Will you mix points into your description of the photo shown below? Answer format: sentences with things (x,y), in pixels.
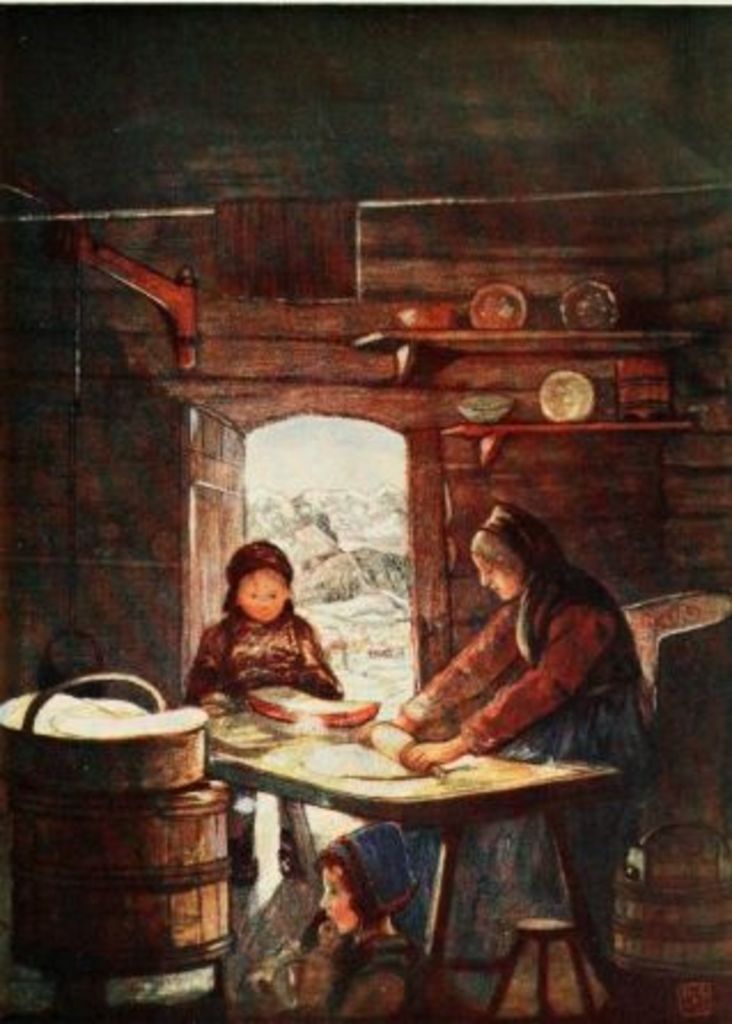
This is a painting of an image. In the middle of the image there is a person (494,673). There is a table (259,746) with few items (384,740) on it. Behind the table (329,740) there are two persons (414,746). On the left corner of the image (78,777) there is an object (40,801) with a basket (156,745) on it. In the background (89,248) there is a wall (453,298) with cupboards (467,334). On the cupboards (517,339) there are few things (550,392). And also there is a door (191,535).
